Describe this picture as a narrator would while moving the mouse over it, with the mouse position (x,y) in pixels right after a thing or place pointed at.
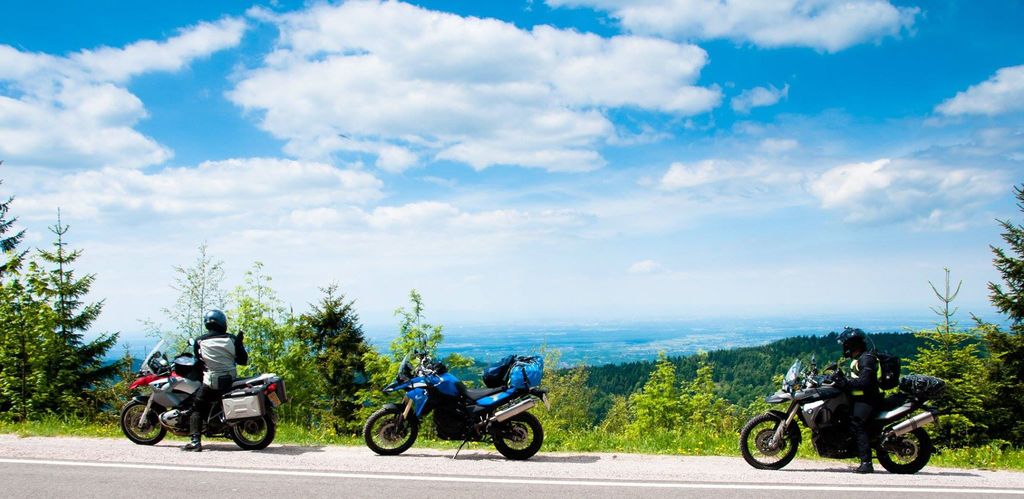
In this picture there are bikes (900,415) and trees (673,415) at the bottom side of the image (681,371) and there is sky (575,300) at the top side of the image (585,142).
